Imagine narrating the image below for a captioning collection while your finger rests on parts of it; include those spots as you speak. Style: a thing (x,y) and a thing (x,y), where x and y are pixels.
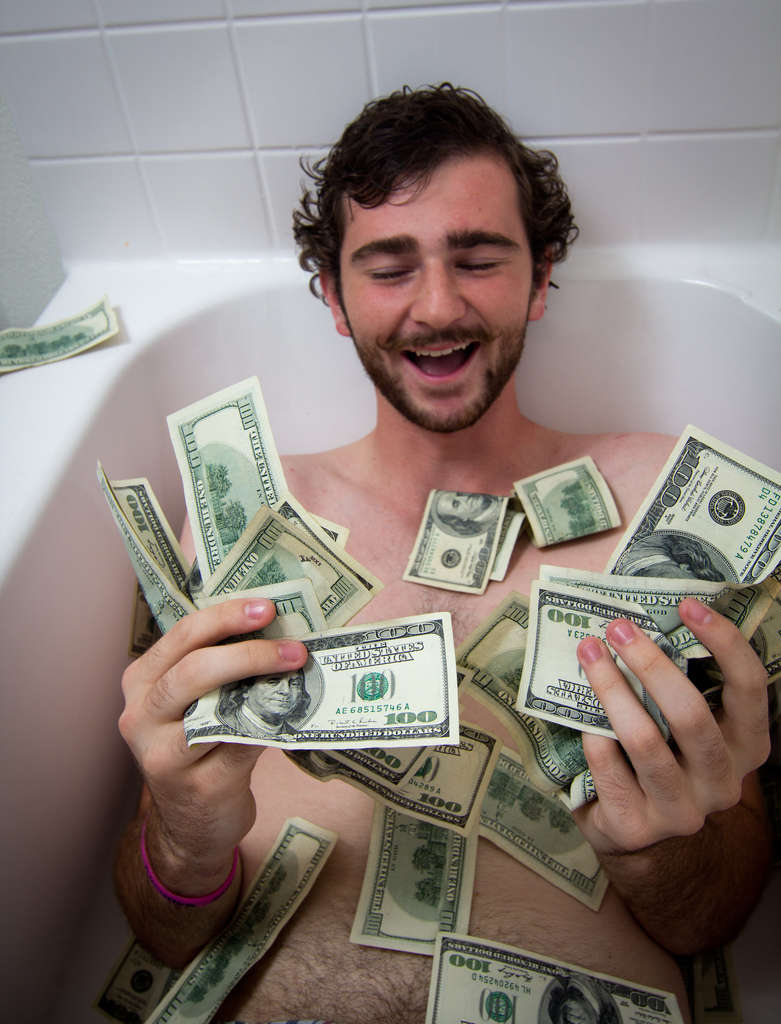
In this image we can see a man (459,450) lying in a bathing tub (14,454) holding some currency notes (203,701). We can also see some currency notes (433,855) around him and a wall (137,138).
